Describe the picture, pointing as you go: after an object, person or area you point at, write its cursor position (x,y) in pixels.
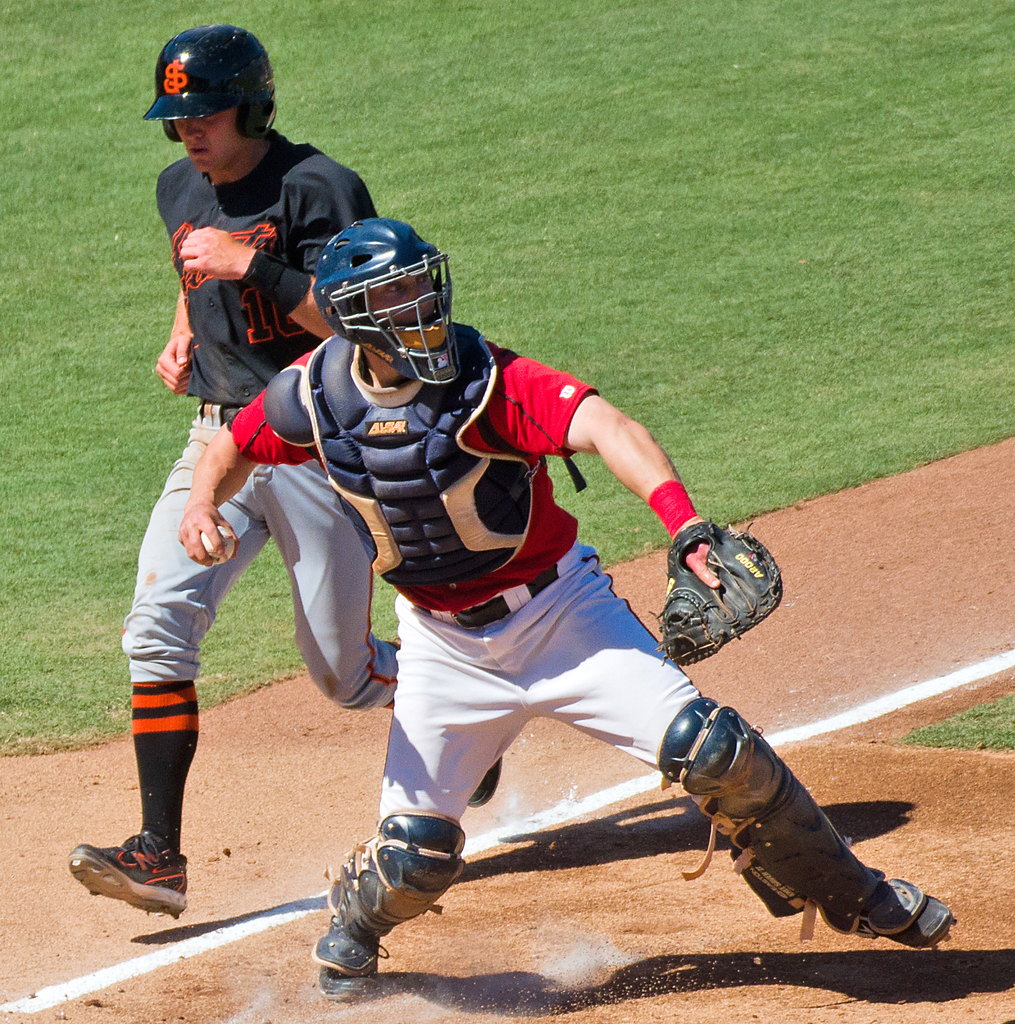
This man (567,632) wore glove (740,541), helmet (366,252) and holding a ball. Backside another person (258,497) is running and wore a helmet (202,40).
